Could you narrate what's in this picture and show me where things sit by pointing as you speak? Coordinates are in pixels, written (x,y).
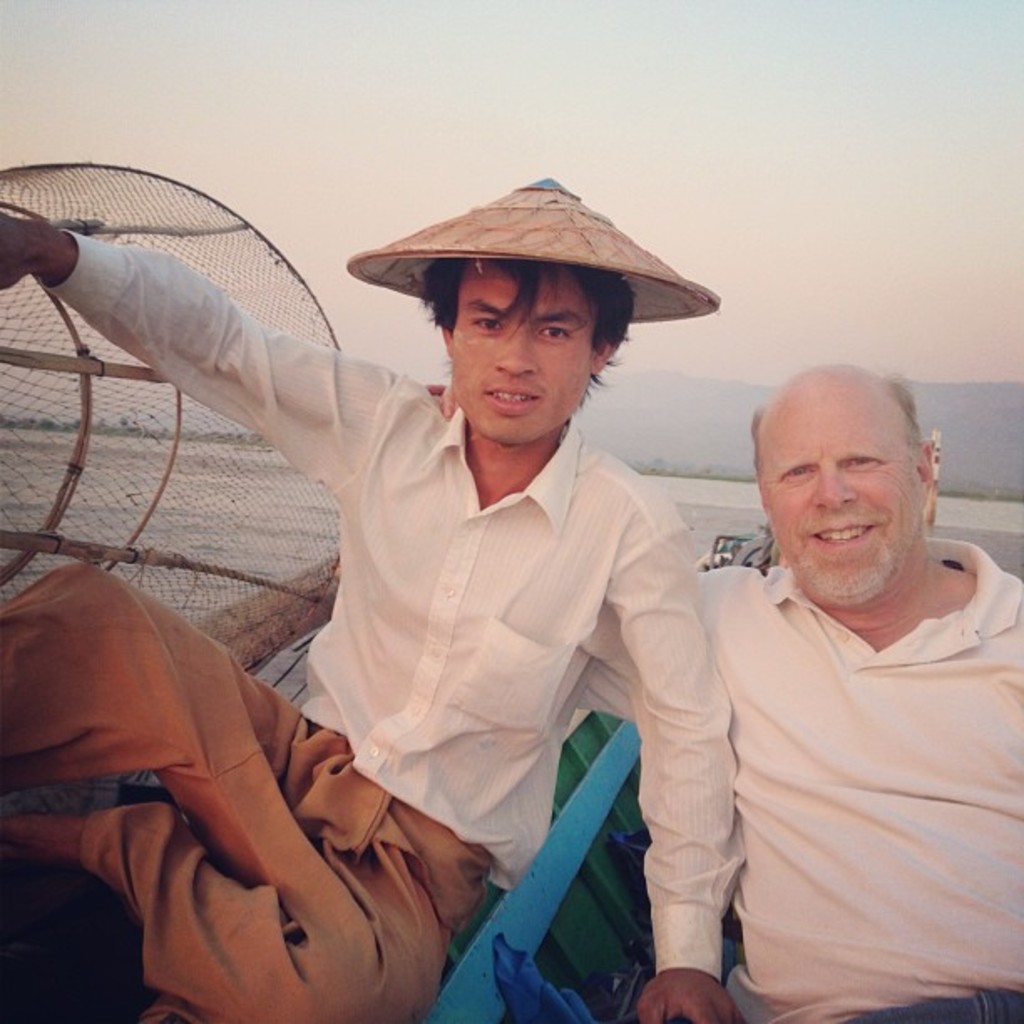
In this image there are two people (562,602) sitting on the boat (577,983), which is on the river (327,560), beside the person (350,582) there is an object (278,516) like a net (224,523). In the background (992,445) there are mountains (969,426) and the sky (748,213).
